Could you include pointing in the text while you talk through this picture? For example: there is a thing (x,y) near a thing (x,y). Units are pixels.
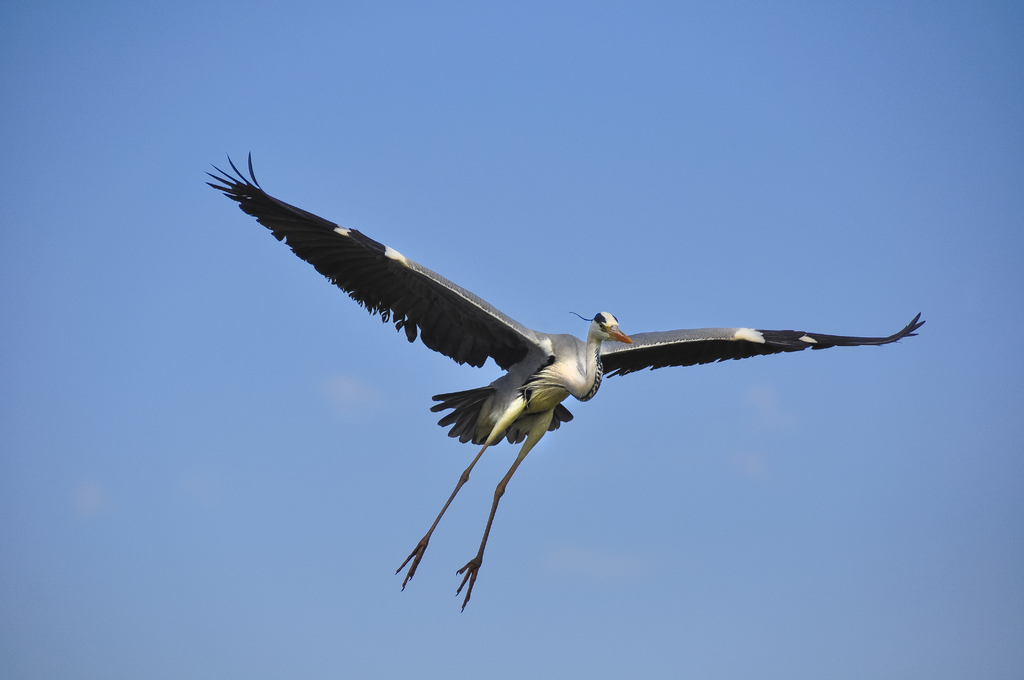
In this image there is a crane (496,507) in the air (660,482). In the background of the image (660,160) there is sky (678,125).
